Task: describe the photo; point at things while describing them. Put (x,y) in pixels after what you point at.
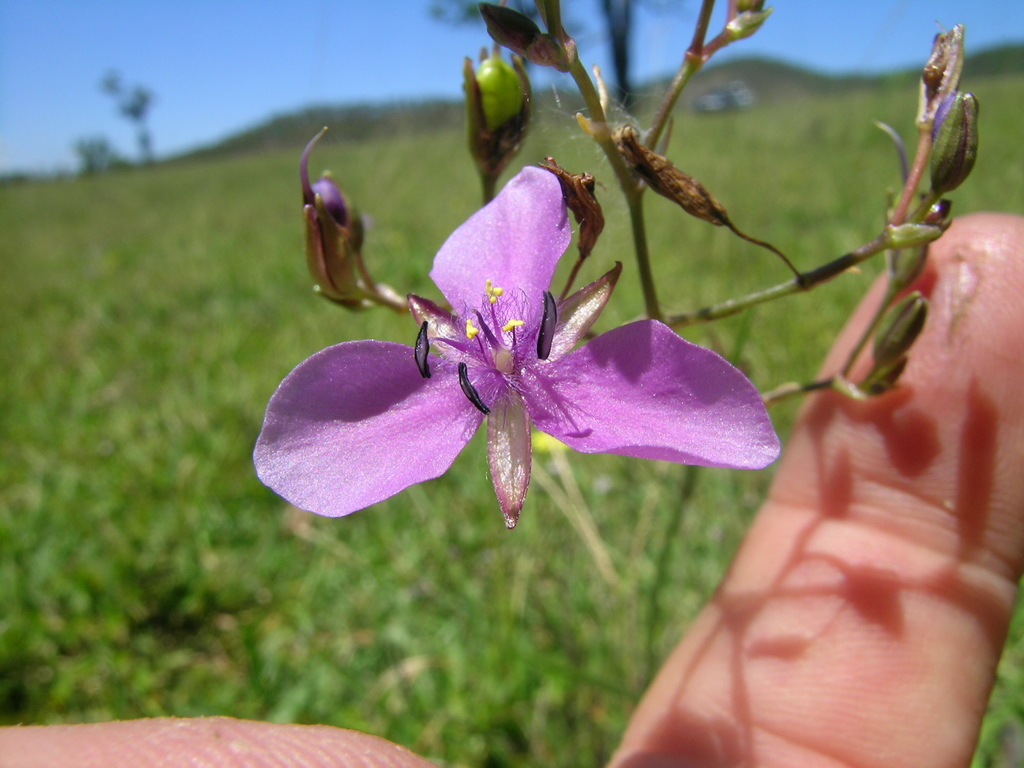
In this image we can see flower (532,329), human hand (911,369) and in the background (356,159), we can see grass (318,172) and sky (335,70).
